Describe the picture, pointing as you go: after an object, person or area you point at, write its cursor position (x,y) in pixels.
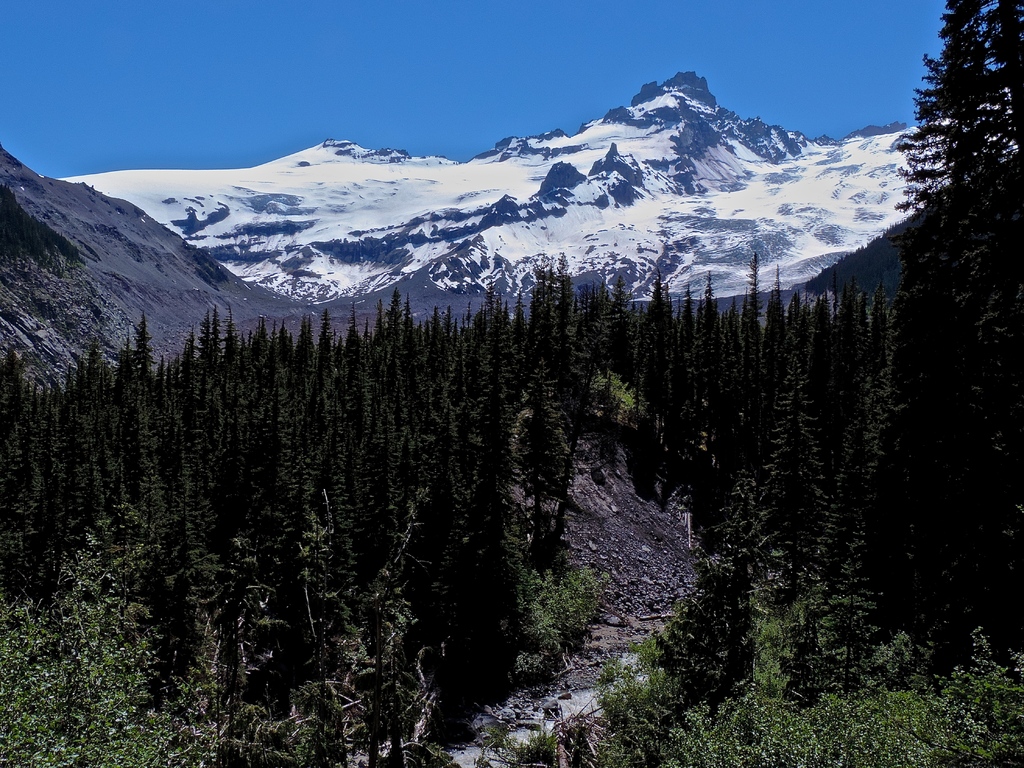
At the bottom of the picture (765,646), there are many trees (536,499). In the background (191,231), there are hills (475,193) which are covered with ice (630,253). At the top of the picture (438,91), we see the sky (439,71), which is blue in color.
